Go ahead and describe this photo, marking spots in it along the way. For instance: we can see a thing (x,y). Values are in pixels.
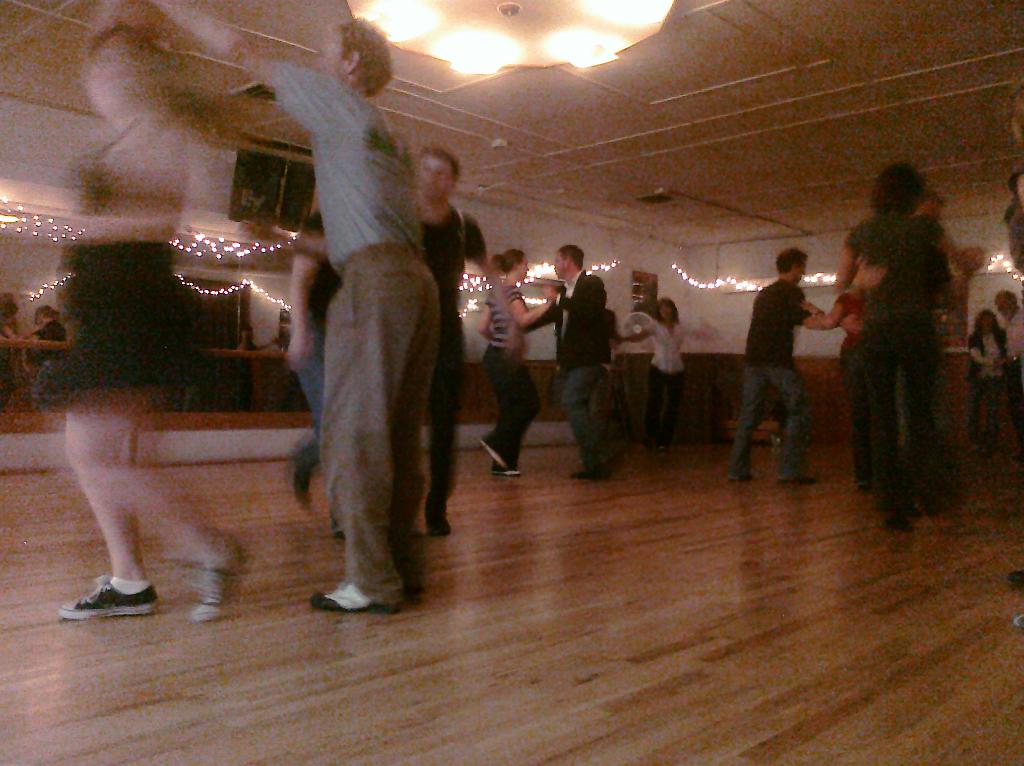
In this image we can see a group of people (1019,346) standing on the floor (737,664). In the background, we can see group of lights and a table fan (650,327) placed on the surface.
